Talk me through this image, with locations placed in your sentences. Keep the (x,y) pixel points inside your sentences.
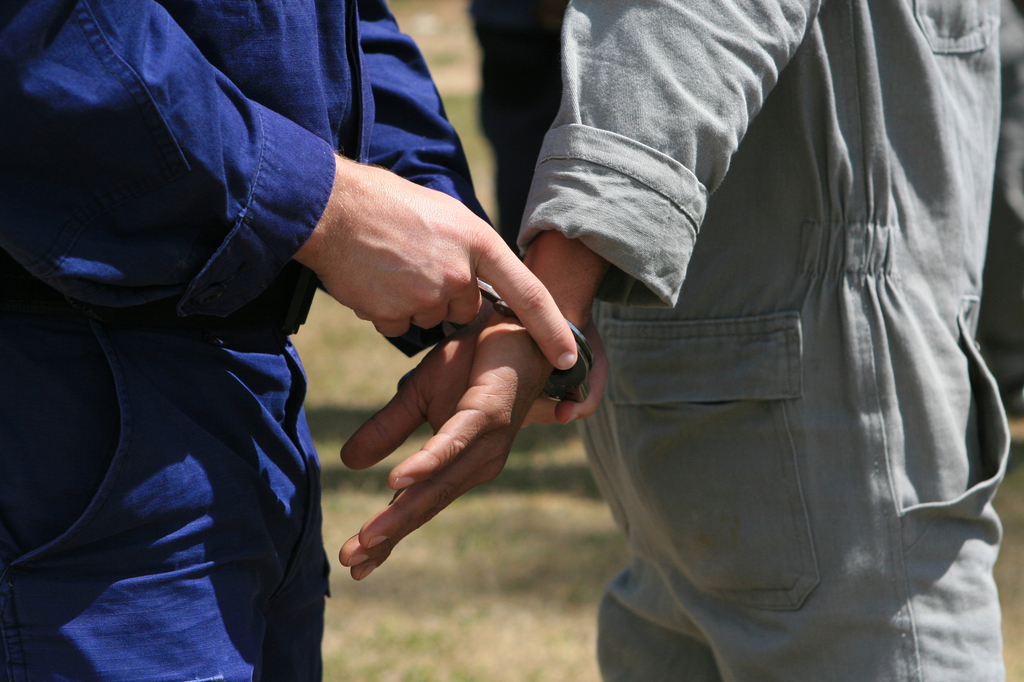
In this picture I can see the hands (456,366) of the two persons (510,380). I can see the handcuffs (568,381).
